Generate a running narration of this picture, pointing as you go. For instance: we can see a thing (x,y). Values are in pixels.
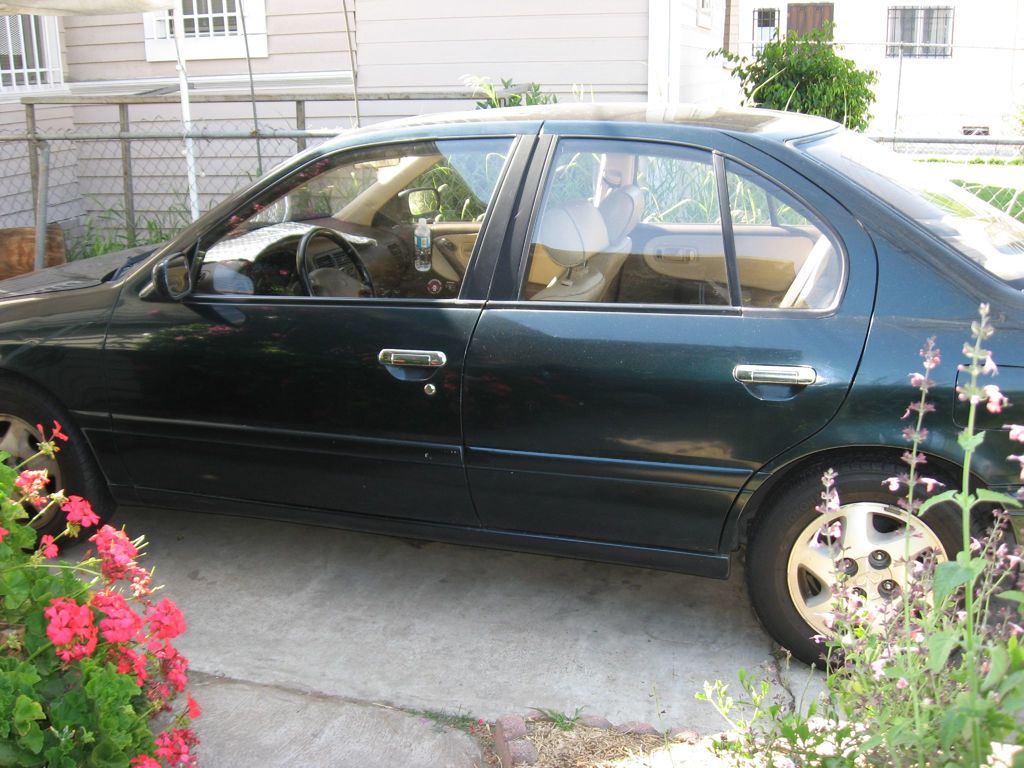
In the picture we can see a car (502,525) which is parked near the house (54,81) and it is black in color and besides, we can see some plants (72,582) and flowers (115,593) to it.
